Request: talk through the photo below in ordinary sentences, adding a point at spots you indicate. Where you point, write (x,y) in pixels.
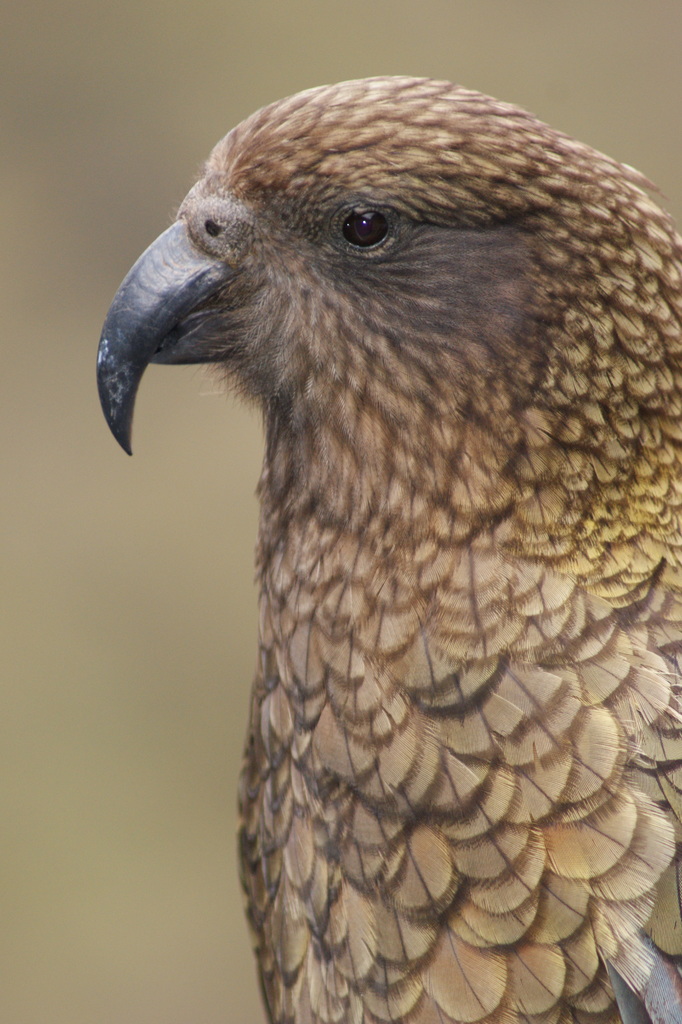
In this image we can see a bird (359,410) and the background (31,218) is blurred.
